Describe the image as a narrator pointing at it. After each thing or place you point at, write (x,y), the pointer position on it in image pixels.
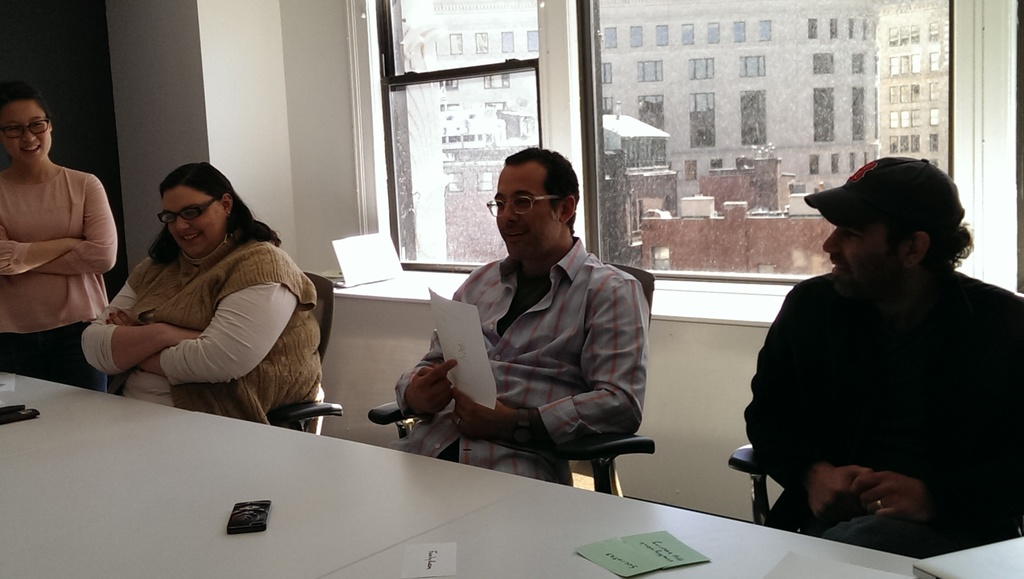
In this image i can see 4 persons (297,290), 3 of them are sitting on chairs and a woman (93,248) standing next to them. One of the person (433,399) is holding a paper (474,361) in his hands (481,406). I can see a table (251,483) on which there are some objects (252,514) and some papers (595,544), and in the background (592,112) i can see a window (611,106) through which i can see a building (640,152).
